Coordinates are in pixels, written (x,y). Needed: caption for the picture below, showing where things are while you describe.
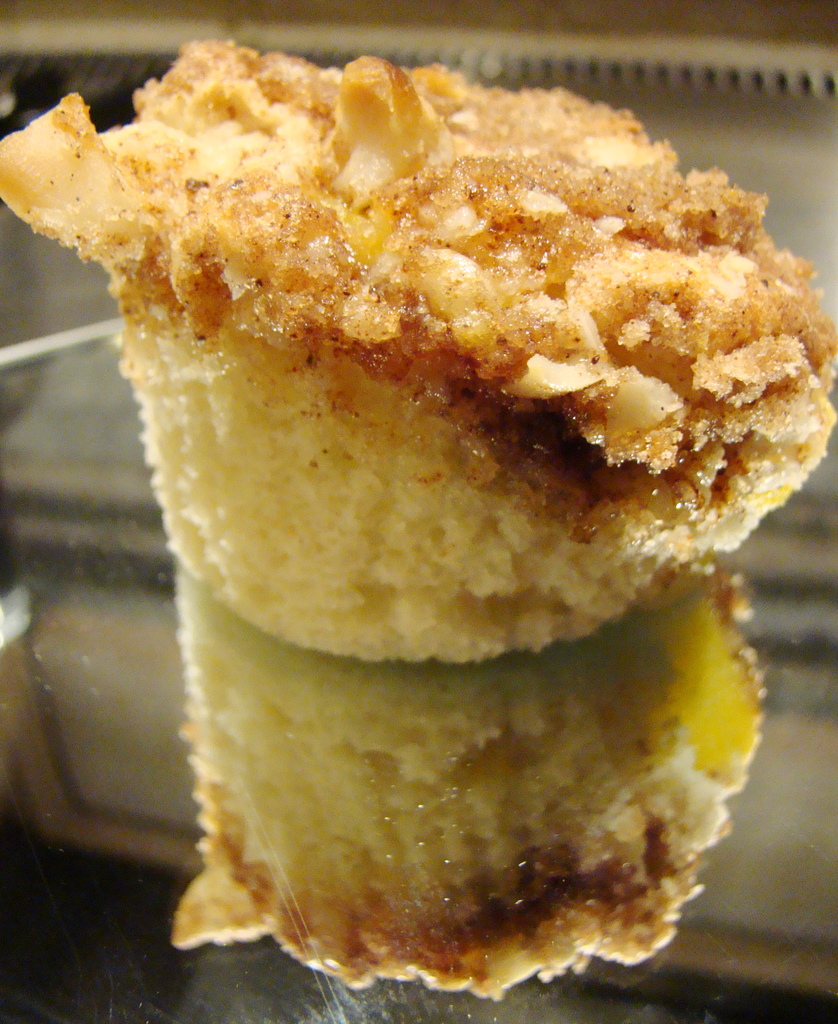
In this picture there is food (454,306) on the plate (608,738) and there is reflection (468,716) of food (614,331) on the plate (175,731).
